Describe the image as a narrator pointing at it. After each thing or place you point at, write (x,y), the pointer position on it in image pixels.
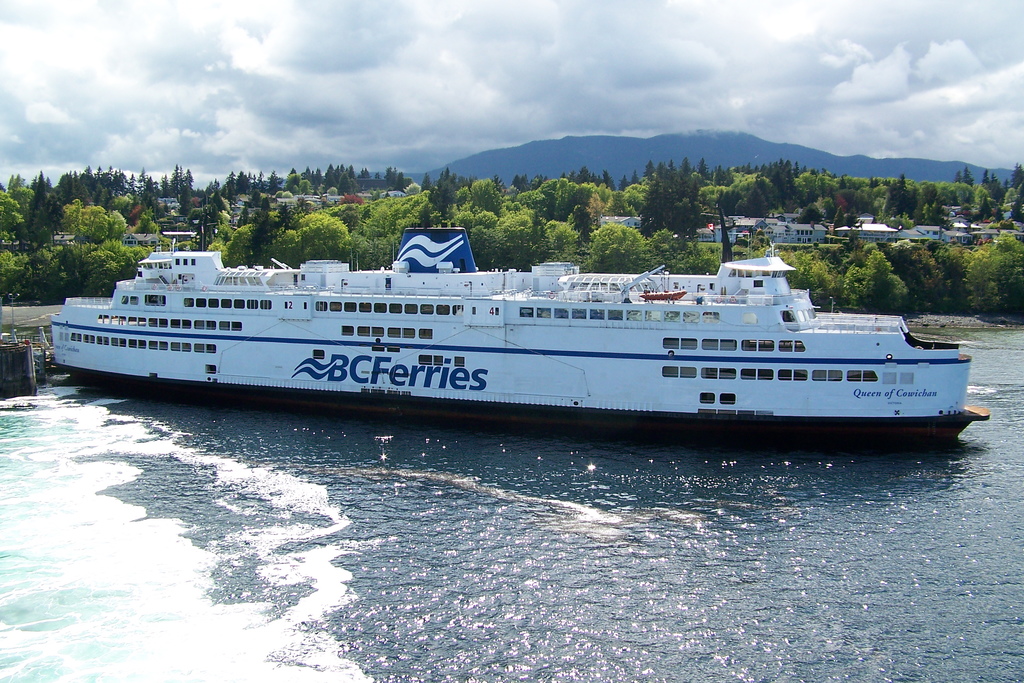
In this image I can see a ship (721,428) in the water (461,484). In the background (172,216) I can see trees (453,210), houses (612,219) and mountains (543,175). On the top (523,125) I can see the sky (553,101). This image is taken during a sunny day.
